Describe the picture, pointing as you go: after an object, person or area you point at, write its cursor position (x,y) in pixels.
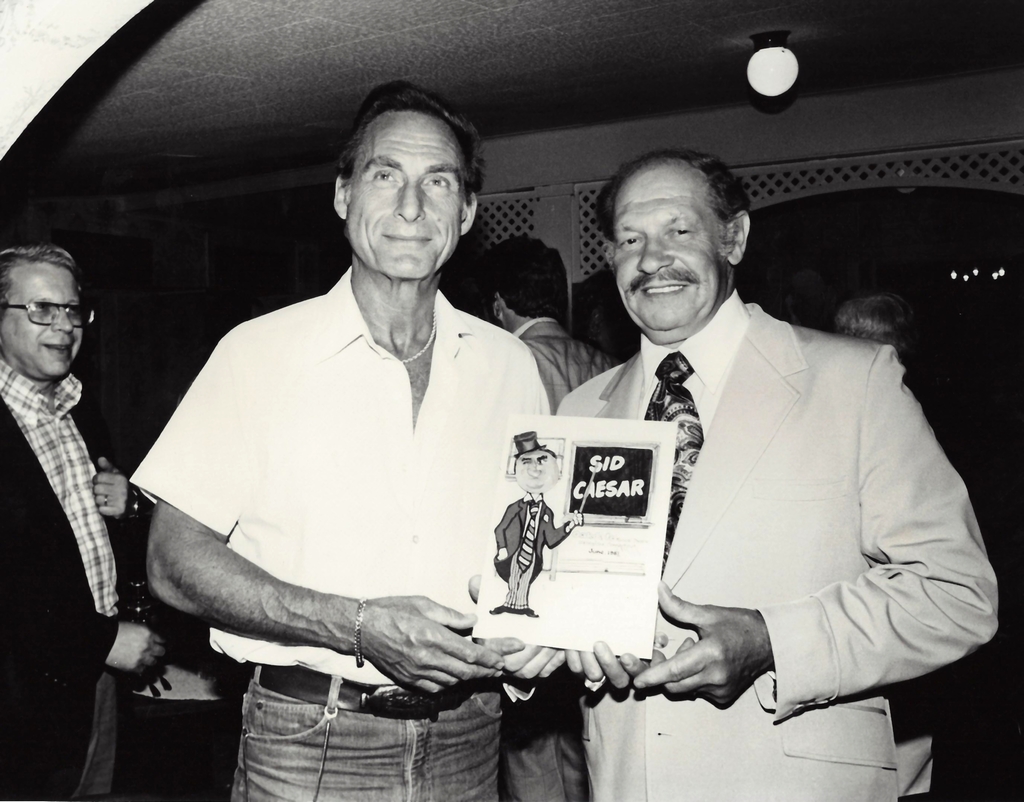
This is a black and white image. In this image we can see two people (737,485) holding a paper (599,608). On the backside (77,354) we can see some people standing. We can also see a ceiling light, roof (563,120) and a wall (800,151).
